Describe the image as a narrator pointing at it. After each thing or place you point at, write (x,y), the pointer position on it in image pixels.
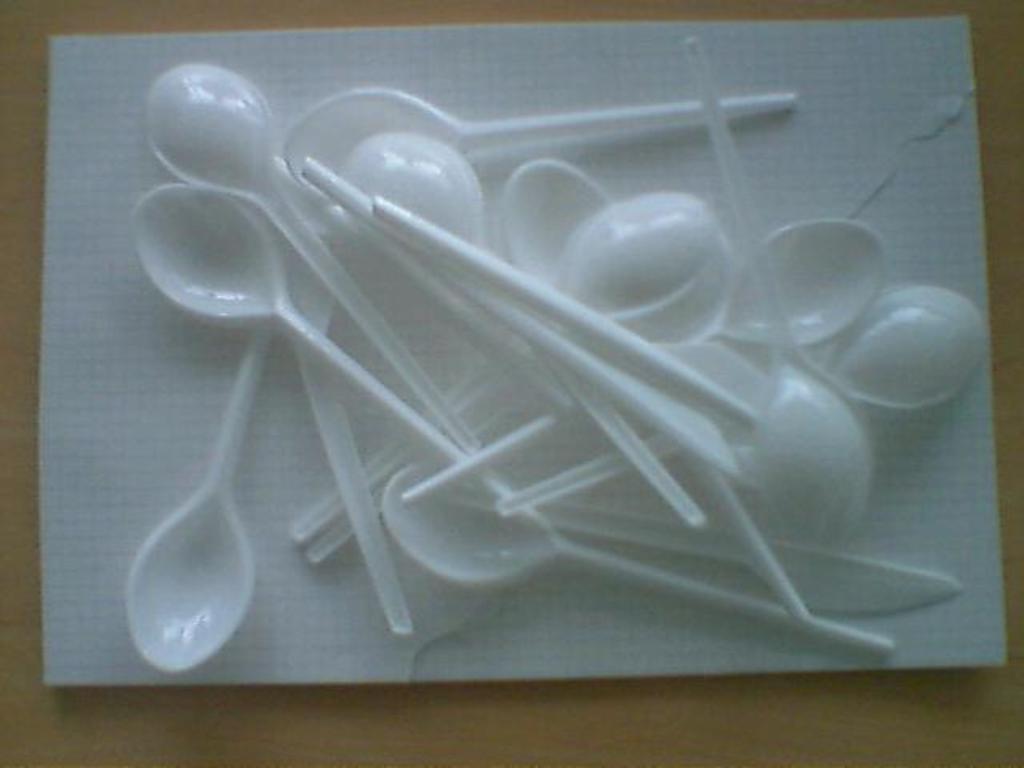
In this image in the center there is one tissue paper (951,559), on the paper (925,244) there are some spoons (502,498) and in the background (855,9) it looks like a table (56,6).
